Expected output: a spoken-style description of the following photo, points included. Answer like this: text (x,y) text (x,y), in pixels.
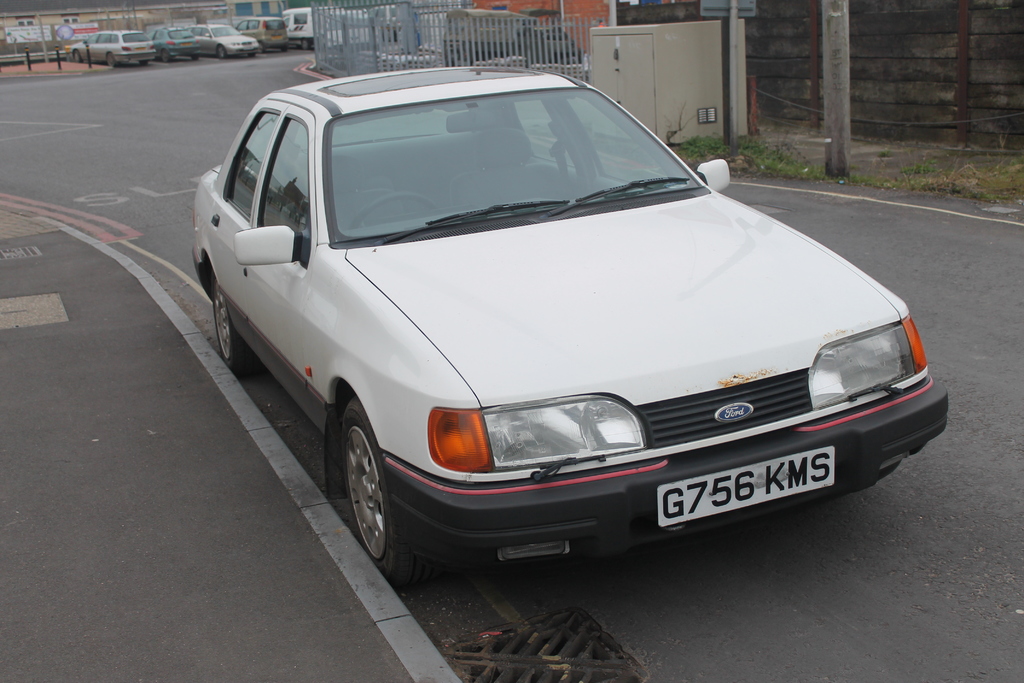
In this image there is a white color car (602,262) as we can see in middle of this image (419,341) and there is a road (190,161) on the left side of this image (181,402) and there are some cars (208,51) at top of this image, and there is a fencing gate (359,21) at right side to these cars (272,31), and there are some poles (731,43) on the top right corner of this image (733,117).
